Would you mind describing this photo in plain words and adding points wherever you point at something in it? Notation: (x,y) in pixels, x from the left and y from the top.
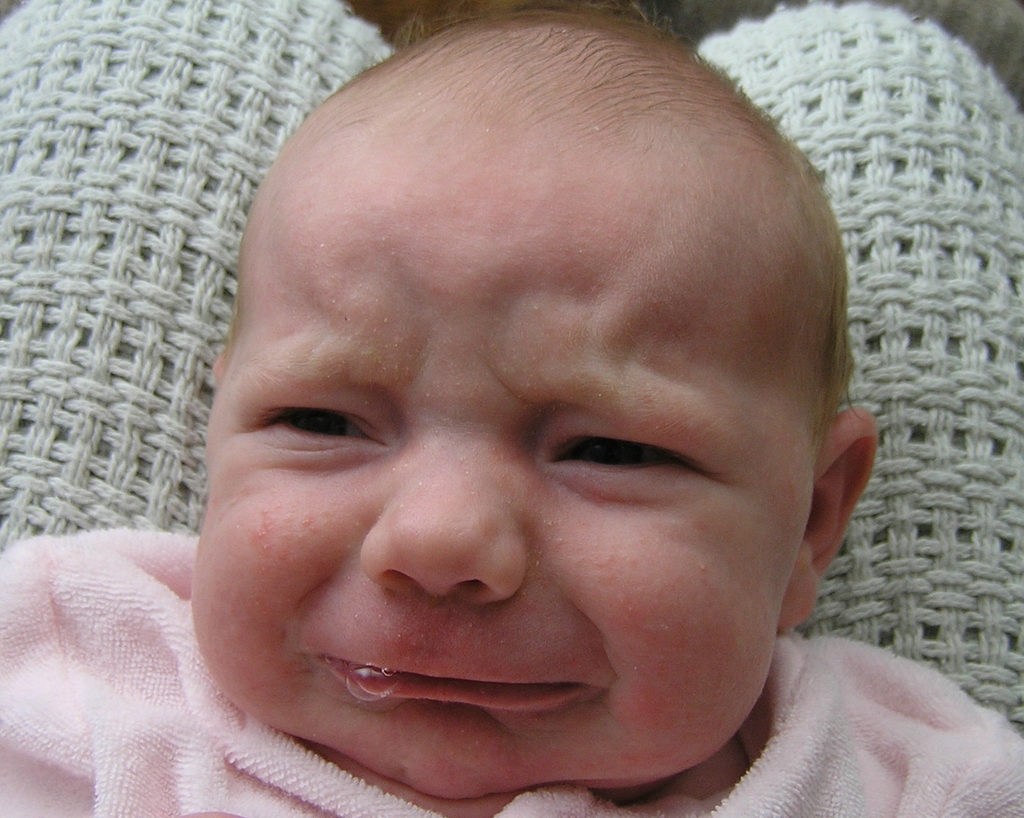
In the center of the image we can see one woolen cloth (121,75). On the woolen cloth (939,246), we can see one baby (484,664) is lying and we can see the baby (499,599) is crying. And we can see one pink towel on the baby (545,200). In the background (991,15), we can see it is blurred.
